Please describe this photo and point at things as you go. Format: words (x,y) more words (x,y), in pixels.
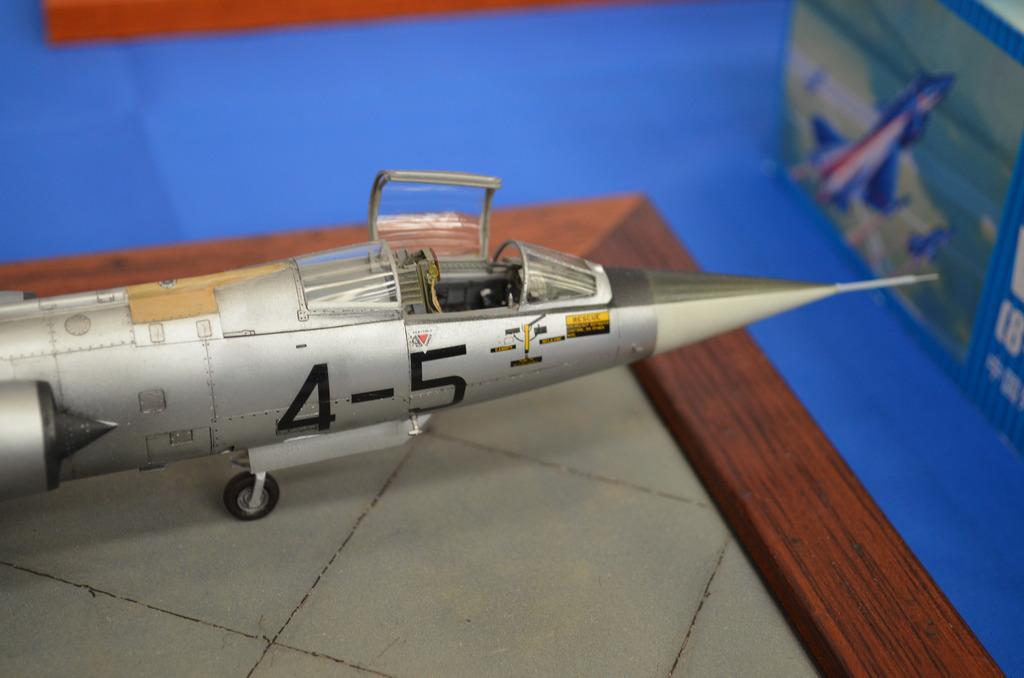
In this image we can see one toy aircraft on the board (444,632), three objects (207,2) on the blue surface (365,88), one blue object (874,52) with text (1005,382) and images (790,94) looks like a board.
